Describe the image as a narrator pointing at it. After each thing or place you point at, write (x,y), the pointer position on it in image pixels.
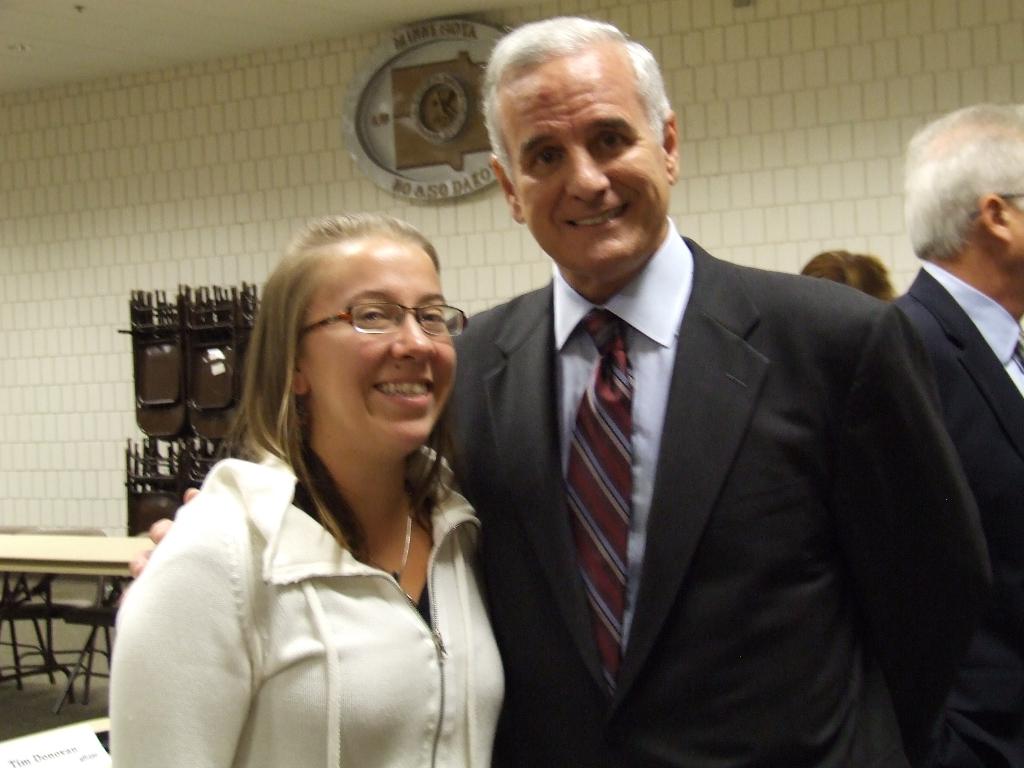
In this image there is a woman (268,623) wearing white jacket (365,650) and spectacles (356,313). Beside her there is a person (633,462) wearing a suit (660,475) and tie (628,452). Right side (1002,400) there are few persons (931,213). Left side (53,551) there is a table (51,573). Behind there are few chairs (37,620) on the floor (33,688). Few chairs (180,472) are kept one upon the other. Background (269,174) there is a wall (18,222) having a frame (364,168) attached to it.
